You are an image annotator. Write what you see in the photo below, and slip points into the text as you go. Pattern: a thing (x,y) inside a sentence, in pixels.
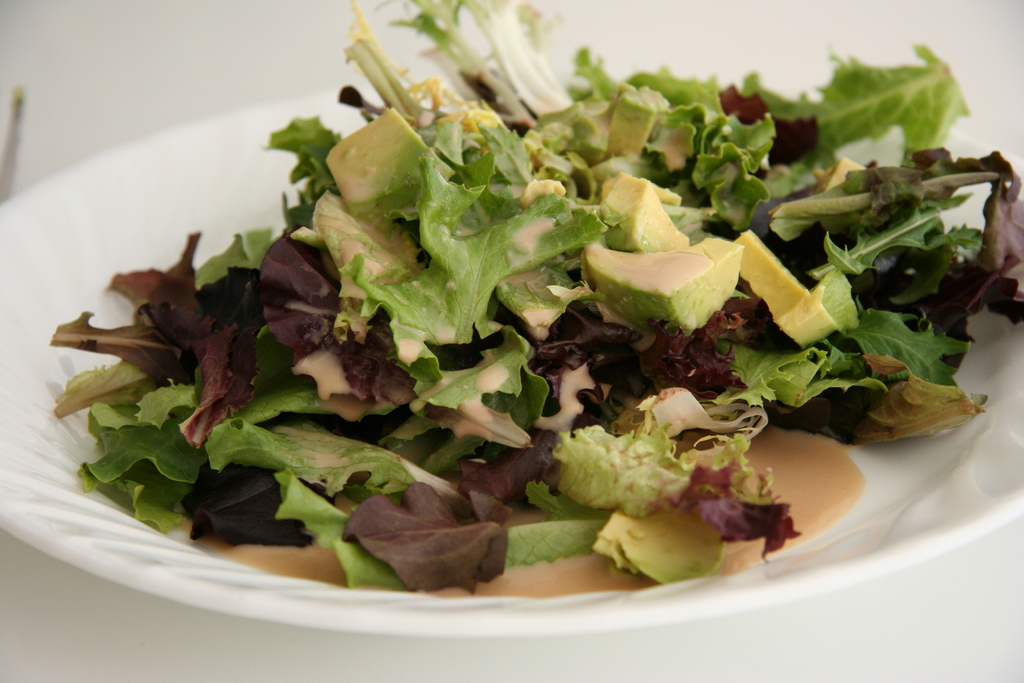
In this picture we can see a white plate (84,222) with leaves (238,281) and food items (480,383) on it.
